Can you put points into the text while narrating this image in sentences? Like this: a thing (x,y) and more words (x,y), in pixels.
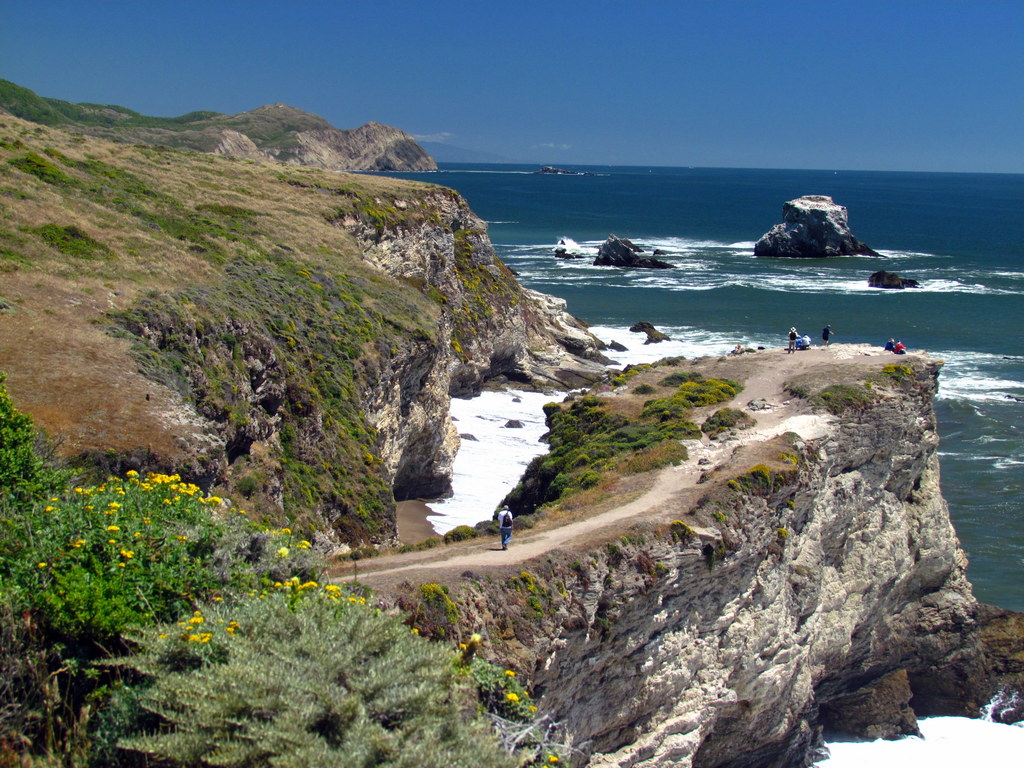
In this image on the left side (183,602) we can see plants (162,546) with flowers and there are few persons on the cliff (827,376). In the background (128,271) we can see rocks (642,265) in the water (626,188), cliff (113,271) and clouds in the sky (667,109).
